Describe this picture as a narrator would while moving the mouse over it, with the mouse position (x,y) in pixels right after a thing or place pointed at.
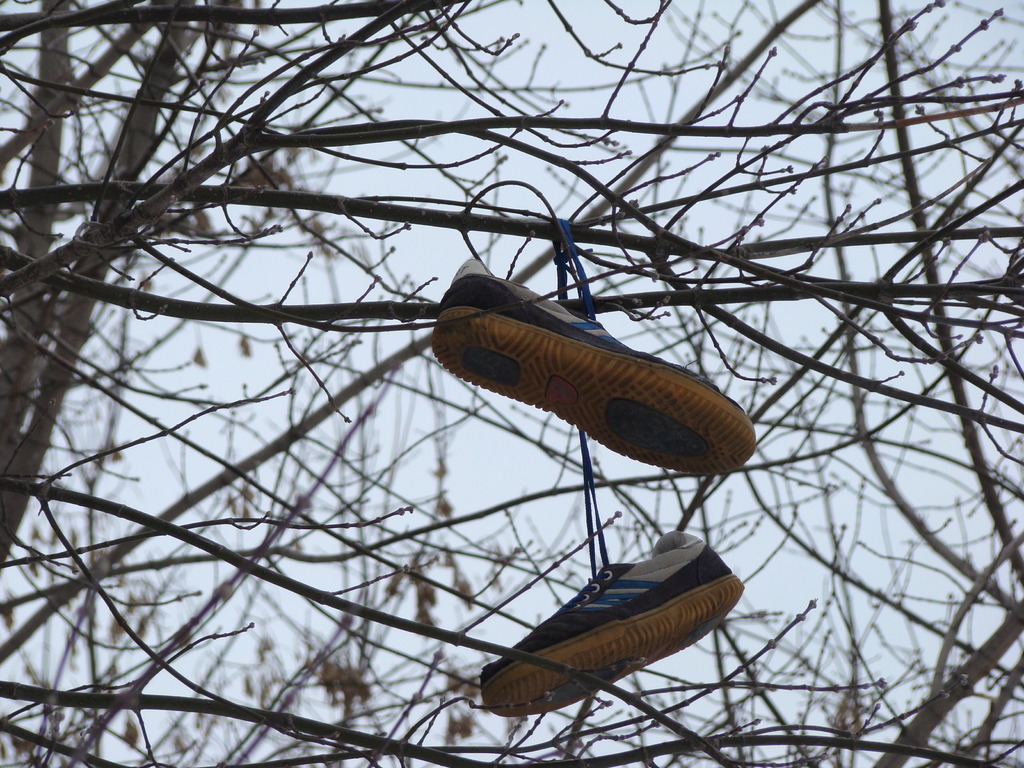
In this image I can see the shoes (521,709) hanged to the tree (390,377) and I can see the dried tree (149,103). In the background (673,40) the sky (521,25) is in white color.
